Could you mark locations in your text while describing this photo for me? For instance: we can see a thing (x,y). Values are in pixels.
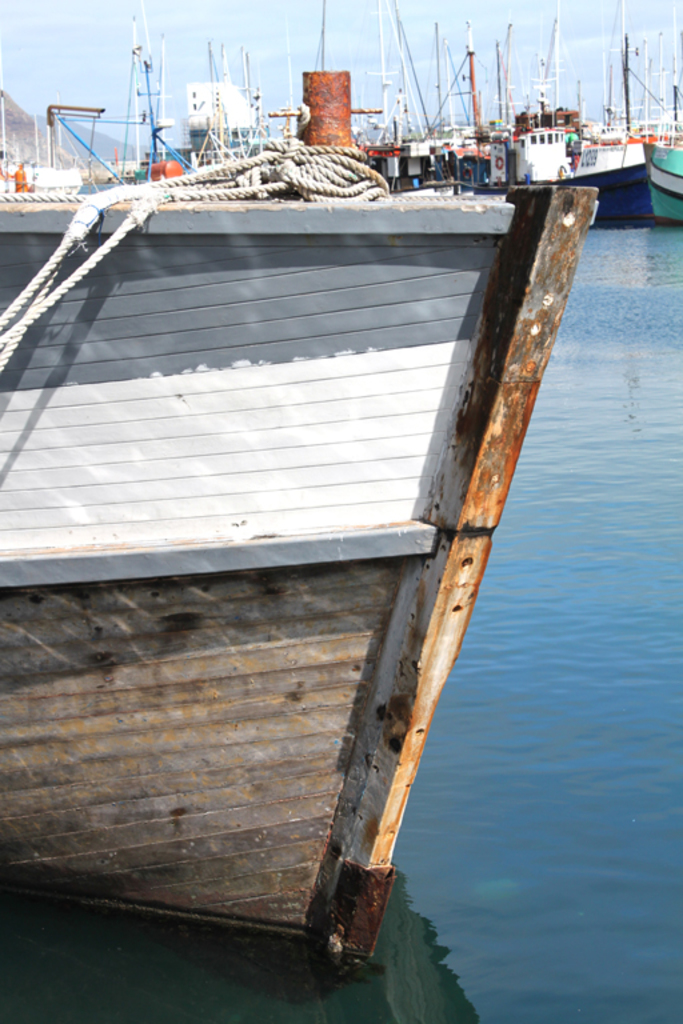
In this picture i can see ships (416,501) on the water (663,486). In the front of the image (321,78) we have a ship (287,410) on which i can see ropes (256,184). In the background (375,76) i can see sky (365,72).
